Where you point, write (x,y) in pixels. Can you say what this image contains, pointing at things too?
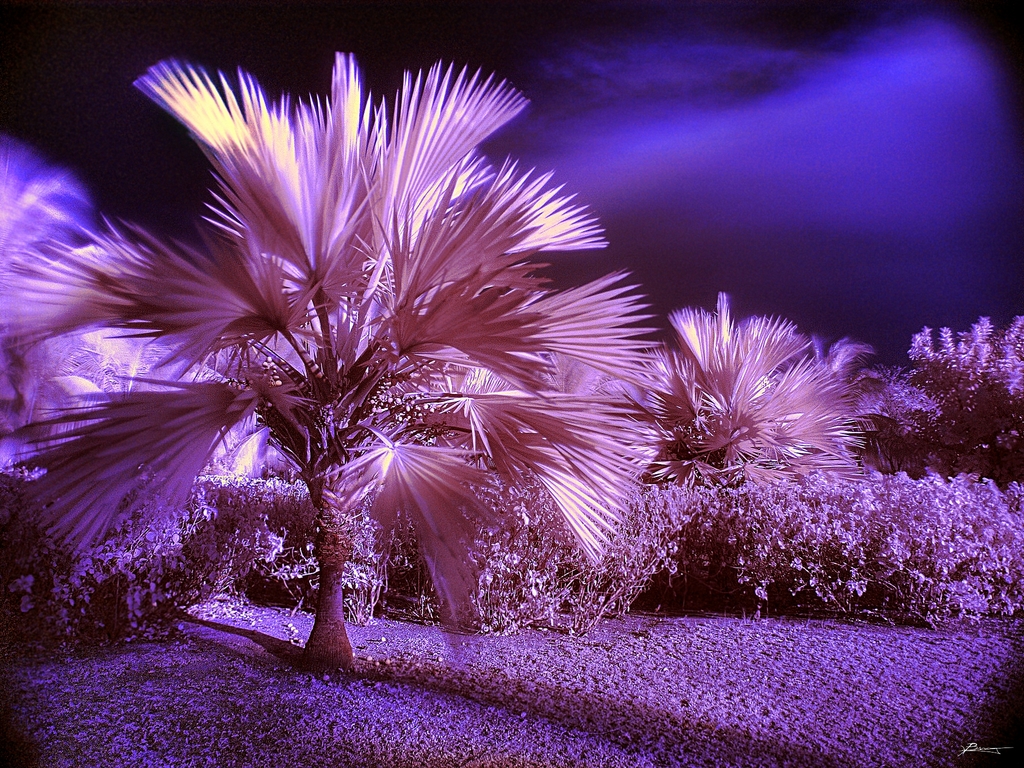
In this image we can see plants (546,572) and trees (294,408). There is a dark background (257,10).
